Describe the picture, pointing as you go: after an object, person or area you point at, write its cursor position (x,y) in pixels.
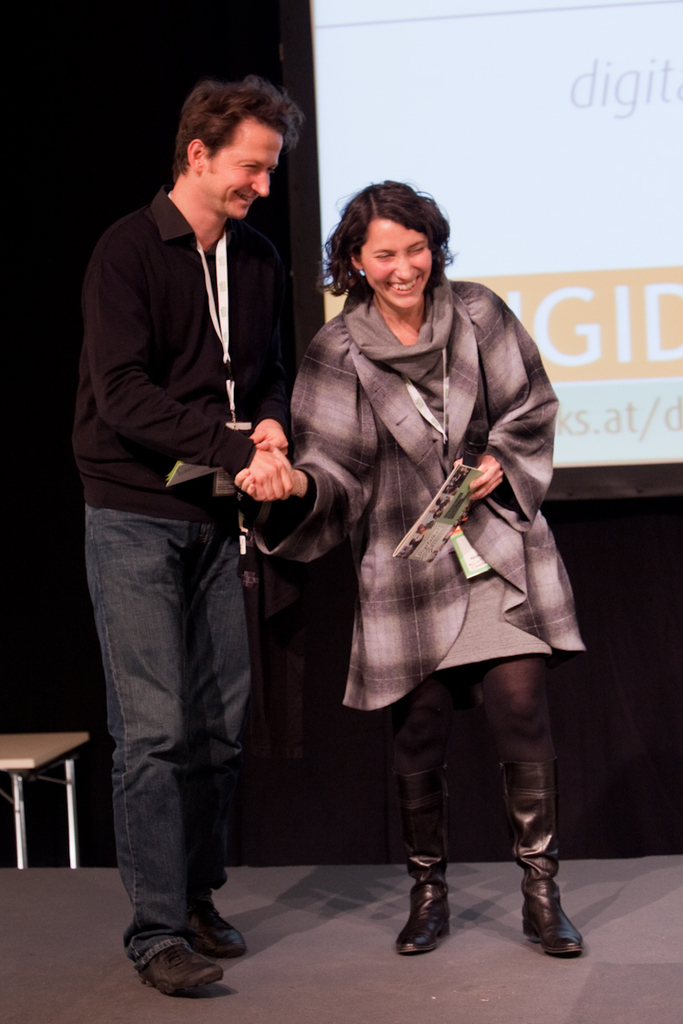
This picture is clicked inside. In the center (372,666) we can see the two persons (386,374) holding some objects (429,504), smiling, standing on the ground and shaking their hands (291,471). In the background (156,59) there is a black color curtain (66,670) and a table (27,750) and we can see a banner (485,41) on which we can see the text (579,308).
